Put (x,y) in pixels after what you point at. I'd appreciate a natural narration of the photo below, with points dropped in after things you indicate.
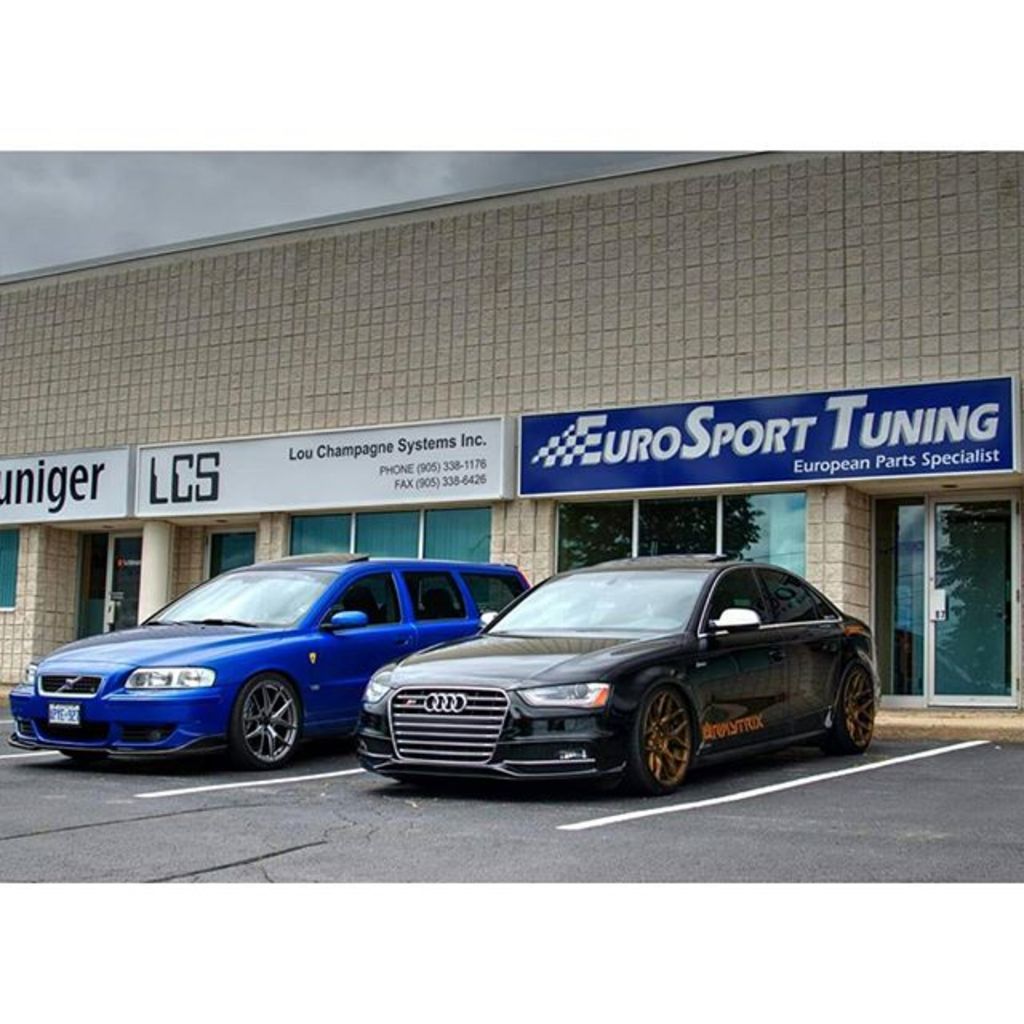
This picture shows couple of cars (199,601) parked and we see a building (685,547) and name boards (571,476) on the wall (110,407) and we see a cloudy sky (365,166).
